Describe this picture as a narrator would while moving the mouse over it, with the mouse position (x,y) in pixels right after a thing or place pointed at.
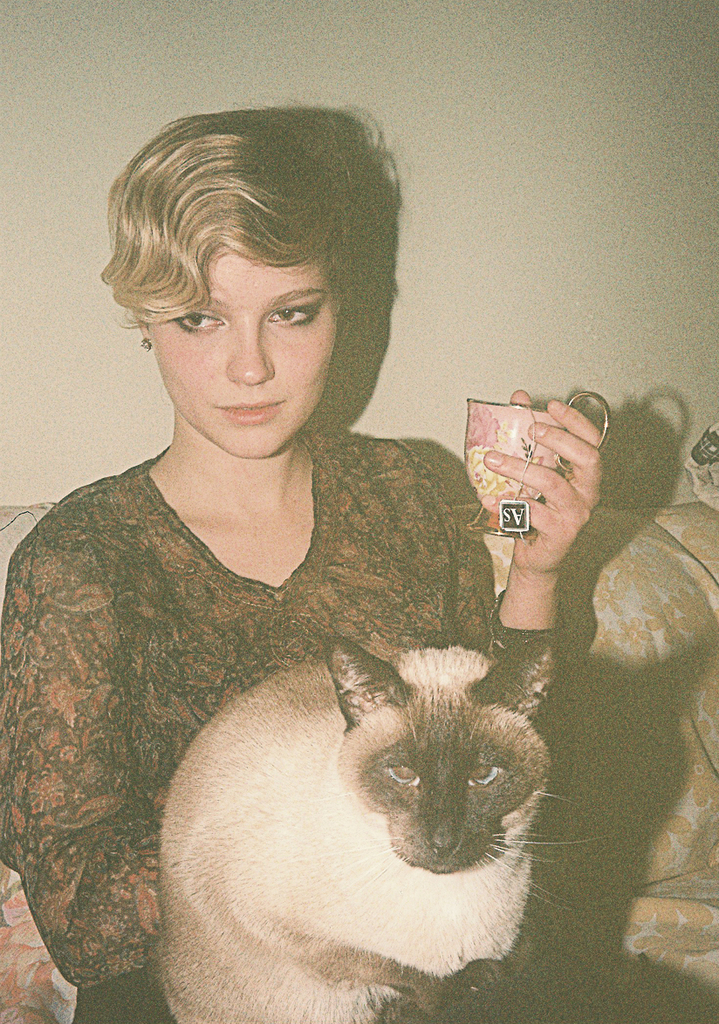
This picture describes about a woman (129,493), she holds a cat (428,806) and a cup (487,473) in her hands (528,560) and she seated in the sofa (583,775).
